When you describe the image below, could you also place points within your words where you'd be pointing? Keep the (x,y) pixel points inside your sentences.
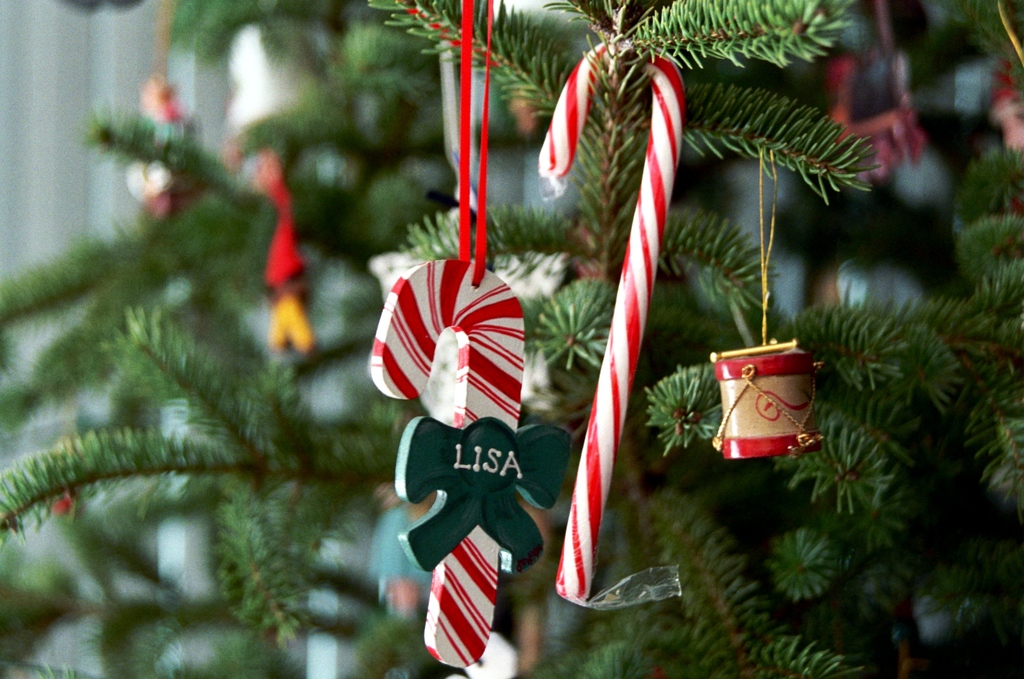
In this image I can see a tree (599,359) which is green in color and to it I can see few decorative items (567,91) which are red, white, green in color are hanged. In the background (246,91) I can see few blurry objects (252,74).
